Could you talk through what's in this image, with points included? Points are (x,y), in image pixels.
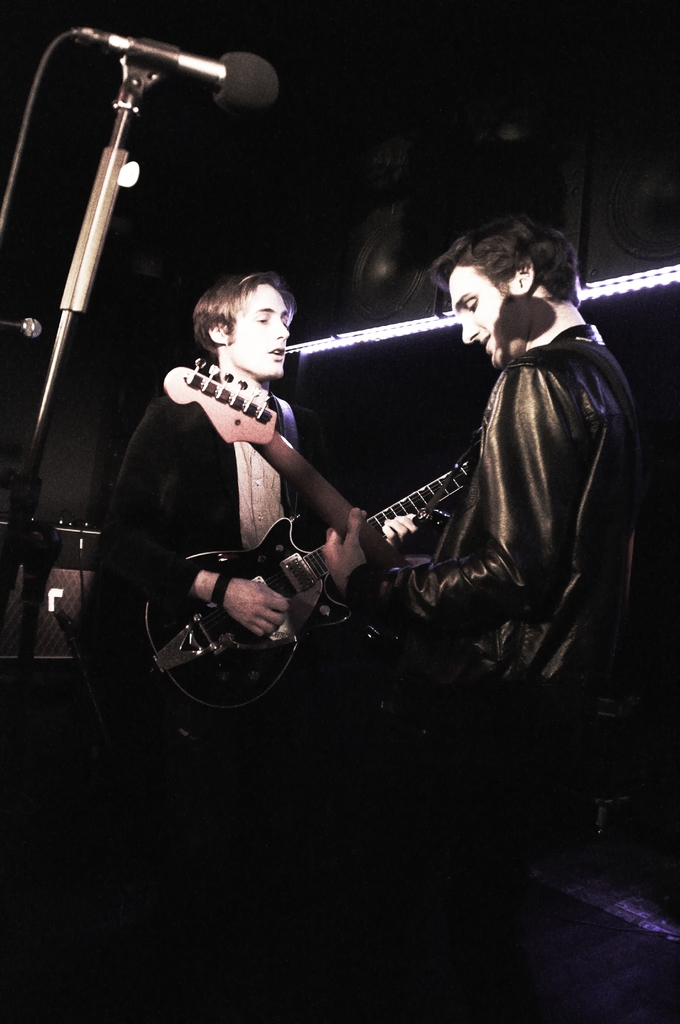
These two persons (537,369) are playing guitar (364,541) in-front of mic (220,76). On top (384,278) there is a speaker (410,264) and light (349,337).
